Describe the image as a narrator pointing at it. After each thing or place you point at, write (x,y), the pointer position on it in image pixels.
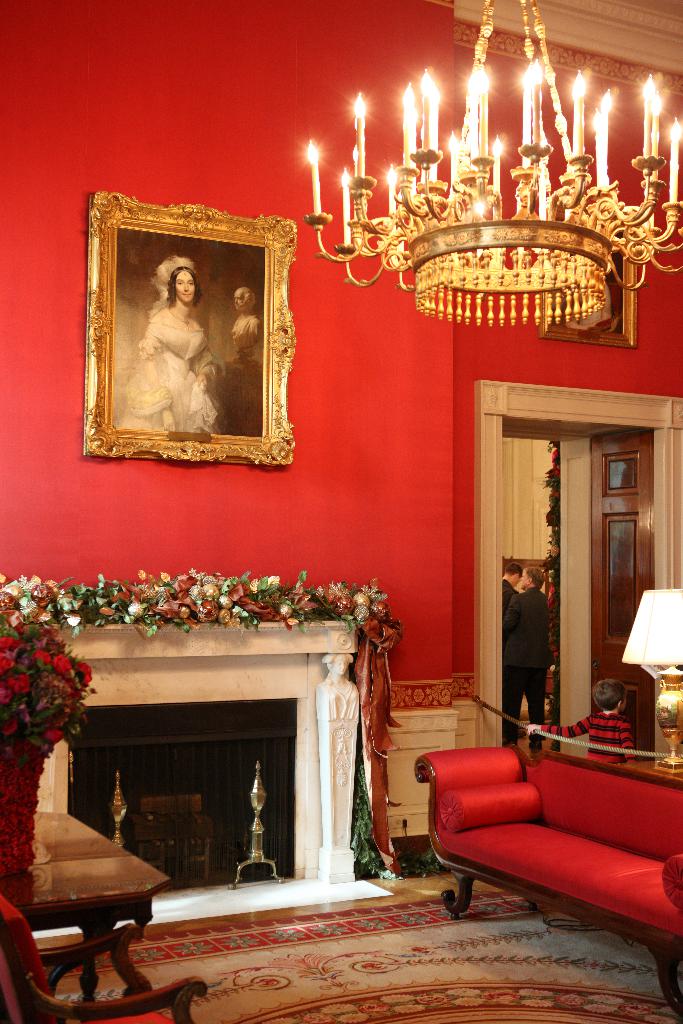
A picture inside of a room (311,878). This is couch (549,775). A picture (217,364) of a woman (189,281) on red color wall (370,380). These are candles (494,144). For the persons (524,593) are standing. These are flowers (23,660).
